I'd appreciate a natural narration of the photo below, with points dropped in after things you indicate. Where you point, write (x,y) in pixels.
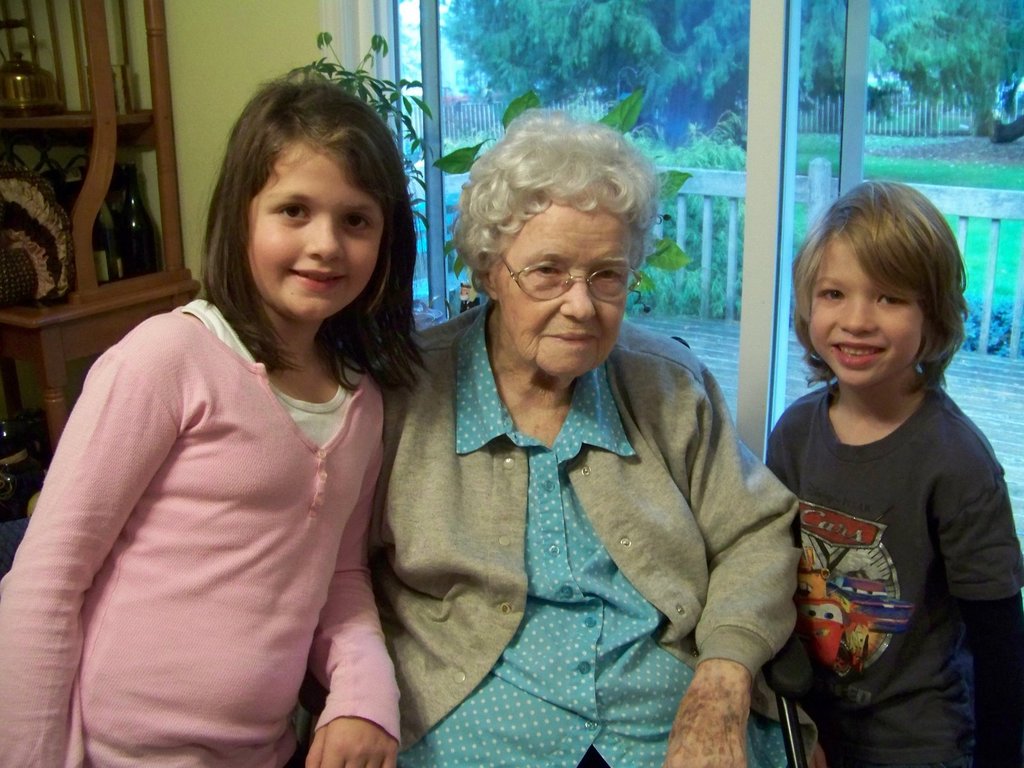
In this image we can see a woman (537,411), a boy (814,461) and a girl (190,492). The woman (519,520) is wearing a blue color shirt (577,587), grey sweater (451,601) and glasses (597,297). The girl (255,556) is wearing a pink color top (172,559) and the boy (915,584) is wearing a T-shirt (927,517). In the background of the image (679,152), we can see glass door (620,88). Behind the door (779,191), there are trees (679,76), fencing (703,226), plants (718,169) and grassy land (966,183). On the left side of the image (147,223), we can see bottles (133,229) and things (55,220) on a wooden shelf (86,287).
